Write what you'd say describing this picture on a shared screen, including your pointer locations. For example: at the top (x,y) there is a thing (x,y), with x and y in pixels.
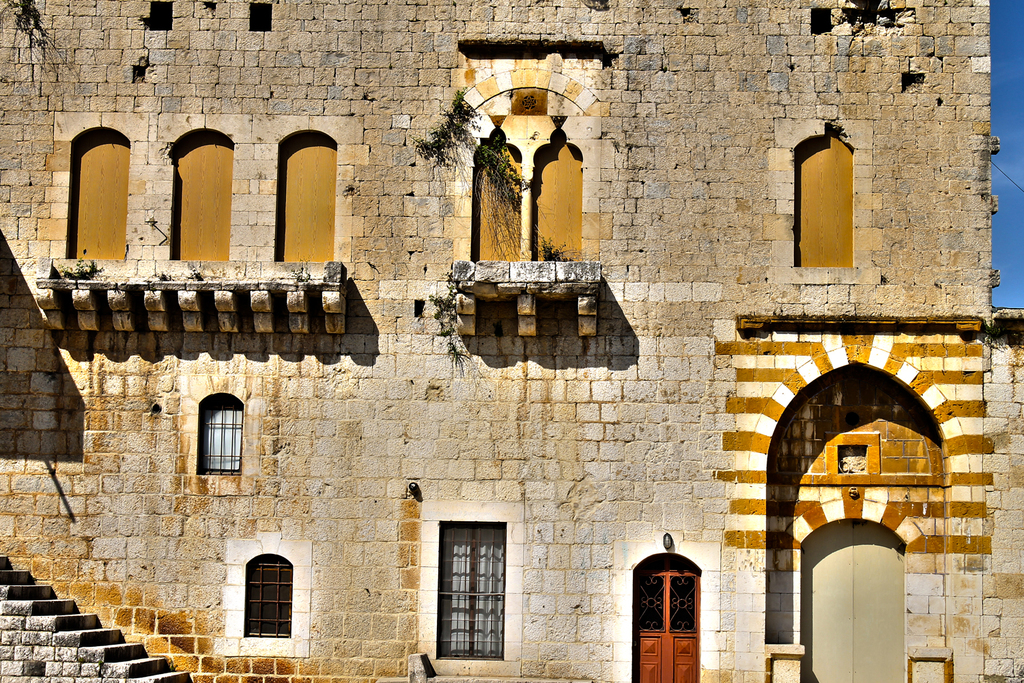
In the image there is a building (613,469) constructed with bricks (279,313) it has many windows (455,576) and on the left side (158,658) there are stairs (103,630).
